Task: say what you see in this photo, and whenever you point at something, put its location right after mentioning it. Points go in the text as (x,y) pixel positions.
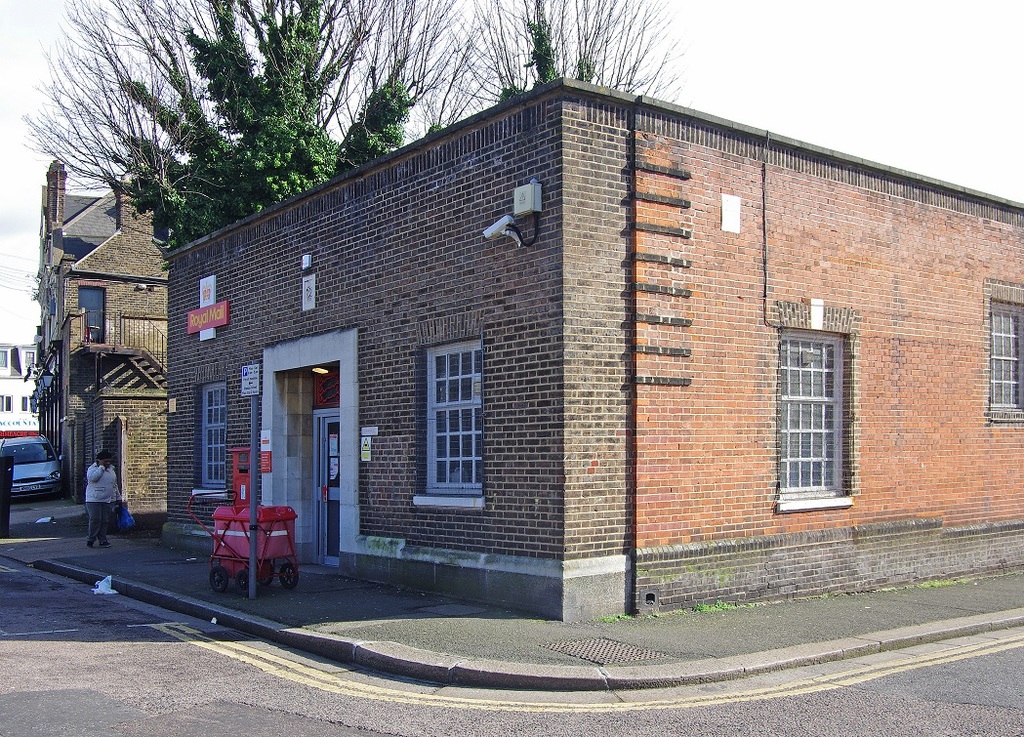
In this image in front there is a road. There are buildings (189,534). There is a car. There is a person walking on the pavement (172,544). There is a pole (254,381). In the background of the image (345,131) there are trees (523,65) and sky (941,29).
